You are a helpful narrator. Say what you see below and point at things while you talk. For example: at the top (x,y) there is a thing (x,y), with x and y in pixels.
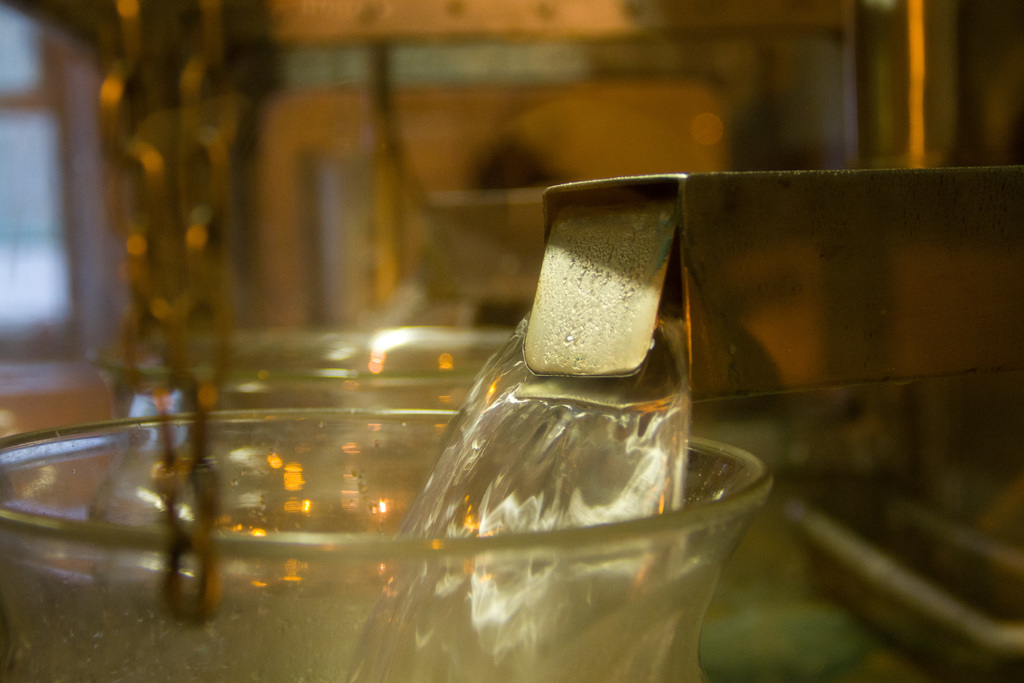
In this image we can see a glass tumbler (406,474) and beverage (564,404).
